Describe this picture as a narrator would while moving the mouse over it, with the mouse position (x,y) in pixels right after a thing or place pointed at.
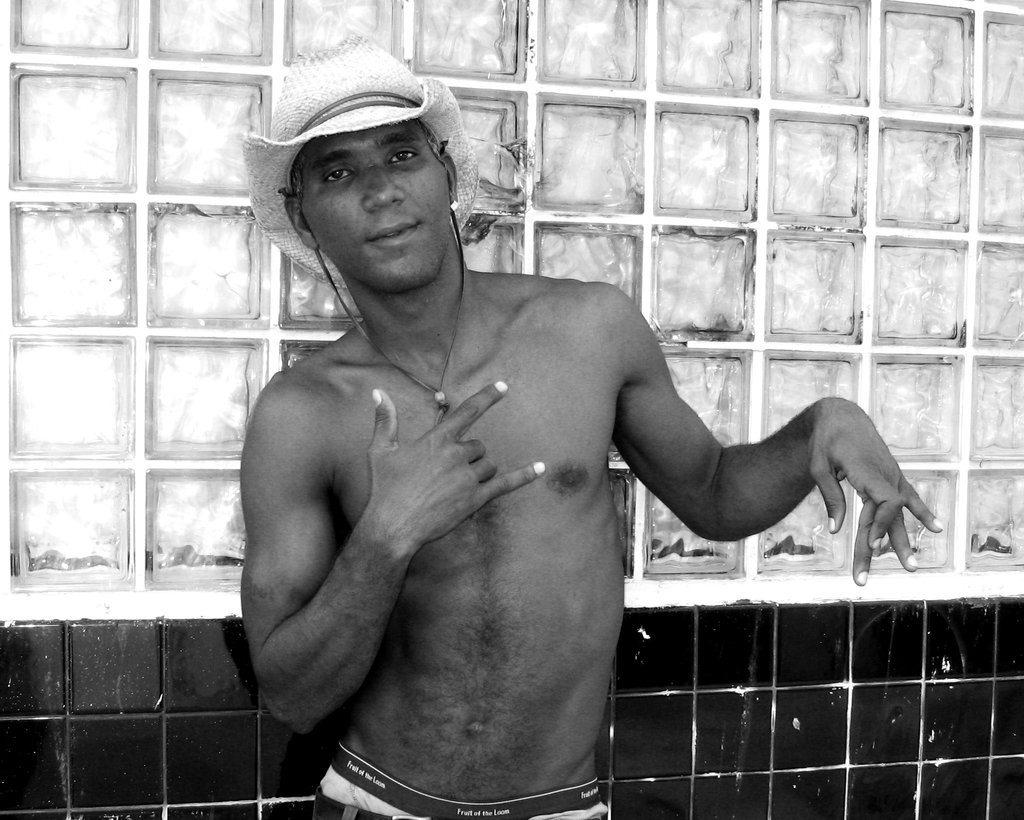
This man (545,428) wore hat (328,63) and looking forward. Wall (819,712) with tiles (840,701).
